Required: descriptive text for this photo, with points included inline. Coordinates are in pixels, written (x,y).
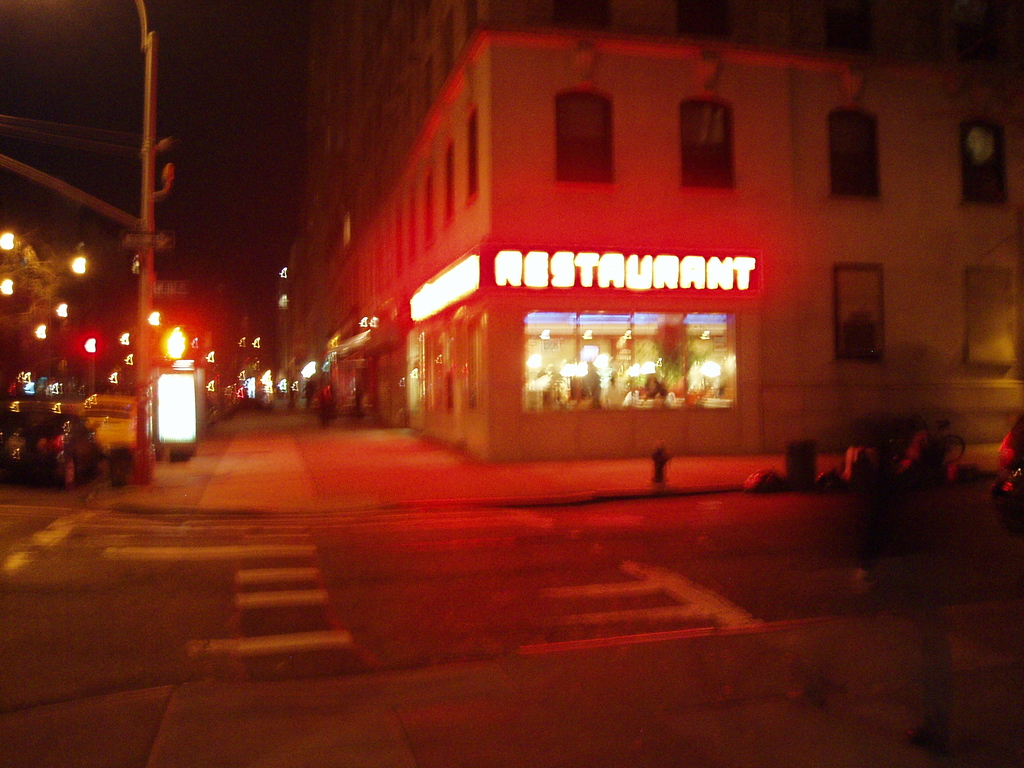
It is a blur view. In this image, we can see buildings (496,320) with walls (570,305) and windows (531,375). Few vehicles (59,466) are on the road (233,595). Here we can see pole (140,401), sign boards (169,283), store (509,363).
